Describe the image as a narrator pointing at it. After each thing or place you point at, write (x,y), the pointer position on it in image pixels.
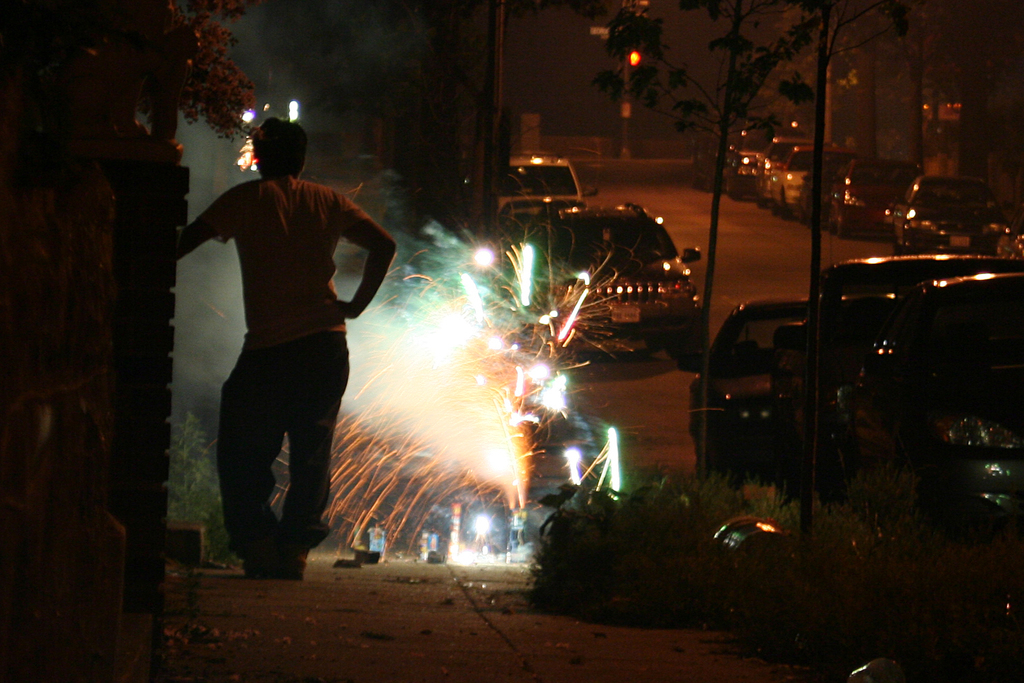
In this image I can see a man (327,321) is standing. Here I can see crackers (527,462), lights (484,439), vehicles (750,317) on the road (718,299), trees (814,365) and traffic lights (624,109).
